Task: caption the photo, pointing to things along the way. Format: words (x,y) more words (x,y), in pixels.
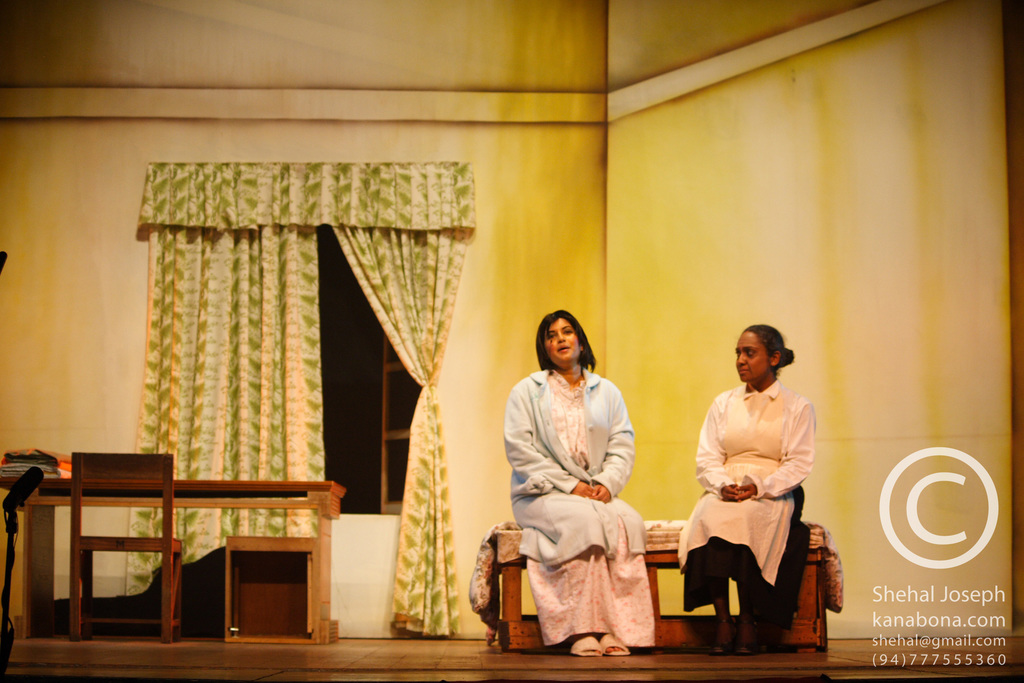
There are two women (593,514) sitting on the sofa (500,551) in this picture. There is a table (312,493), chair (136,541) here and some books (52,457) were placed on the table (52,484). There is a curtain (256,328), window (354,433) and a wall (358,113) in the background (357,142).
